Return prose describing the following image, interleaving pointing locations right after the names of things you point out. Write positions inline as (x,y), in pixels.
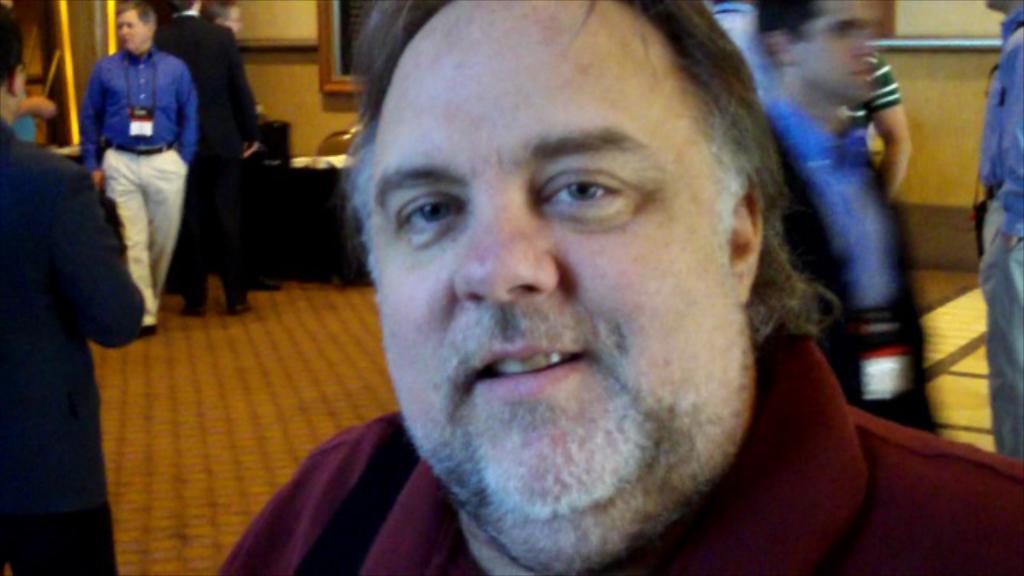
In this picture we can see the man (628,507) standing in the front (561,432) wearing a red t-shirt (923,511), smiling and giving a pose to the camera. Behind we can see some people (162,104) standing in the hall (259,159). In the background (312,77) there is a wall (317,84) and photo frame (336,82).
